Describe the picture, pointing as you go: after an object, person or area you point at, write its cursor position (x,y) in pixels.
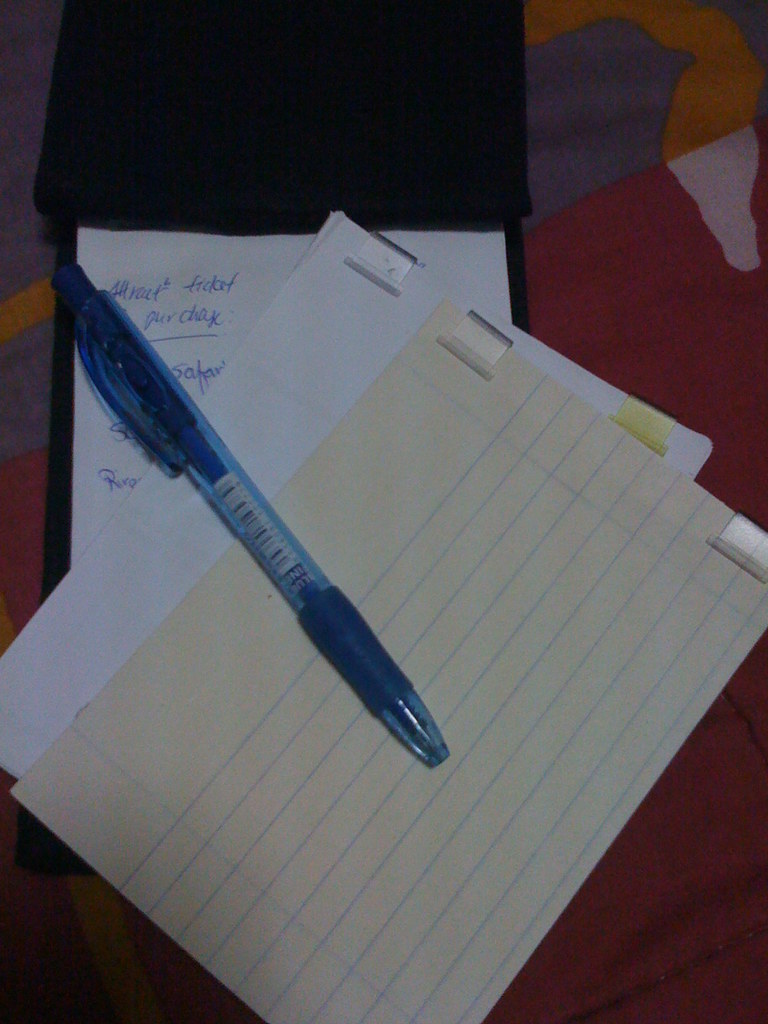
In this image there is a pen (214,479), there are papers (192,388), there is text (227,289) on the papers (188,265), there is an object (285,93) towards the top of the image (349,125), at the background of the image (95,907) there is a cloth (712,165).
